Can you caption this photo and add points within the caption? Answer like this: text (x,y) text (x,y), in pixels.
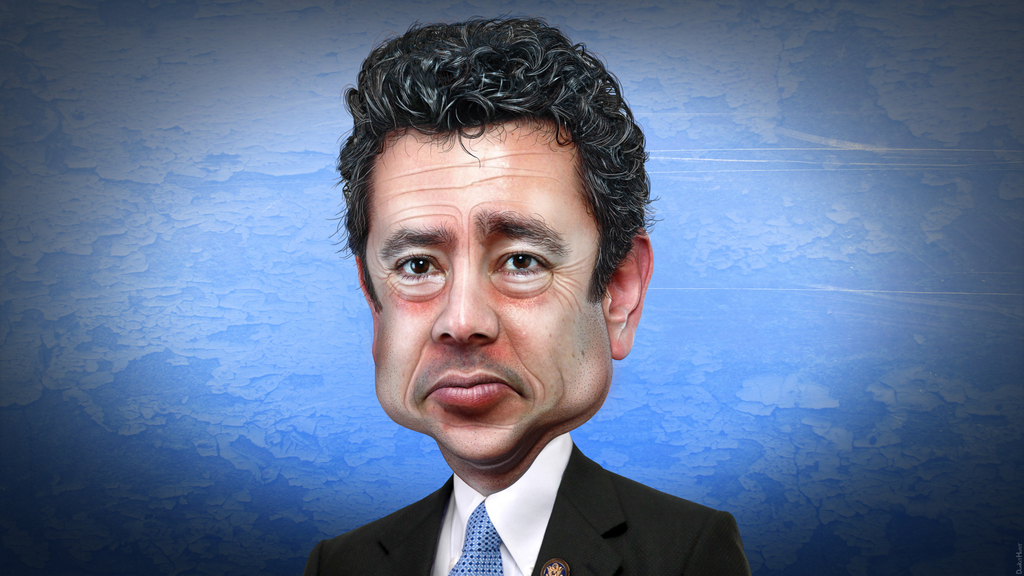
In this picture we can see a man (425,556) wore a blazer (576,537), tie (487,514) and in the background (243,261) it is blue color.
